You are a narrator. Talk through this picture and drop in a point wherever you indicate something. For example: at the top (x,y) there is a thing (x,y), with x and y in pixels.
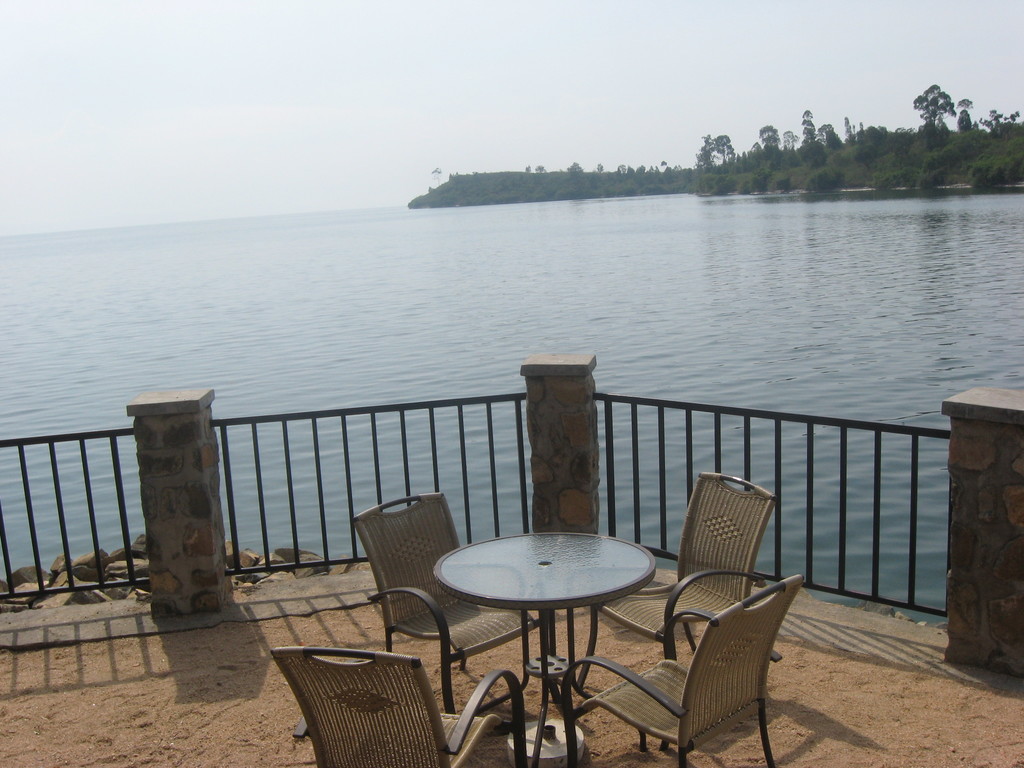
In this image I can see the table (548,684) and the four chairs (511,612). To the side of the table (598,563) I can see the railing (742,413). In the background (348,300) I can see the water (543,244), trees (502,176) and also the white sky (329,73).
